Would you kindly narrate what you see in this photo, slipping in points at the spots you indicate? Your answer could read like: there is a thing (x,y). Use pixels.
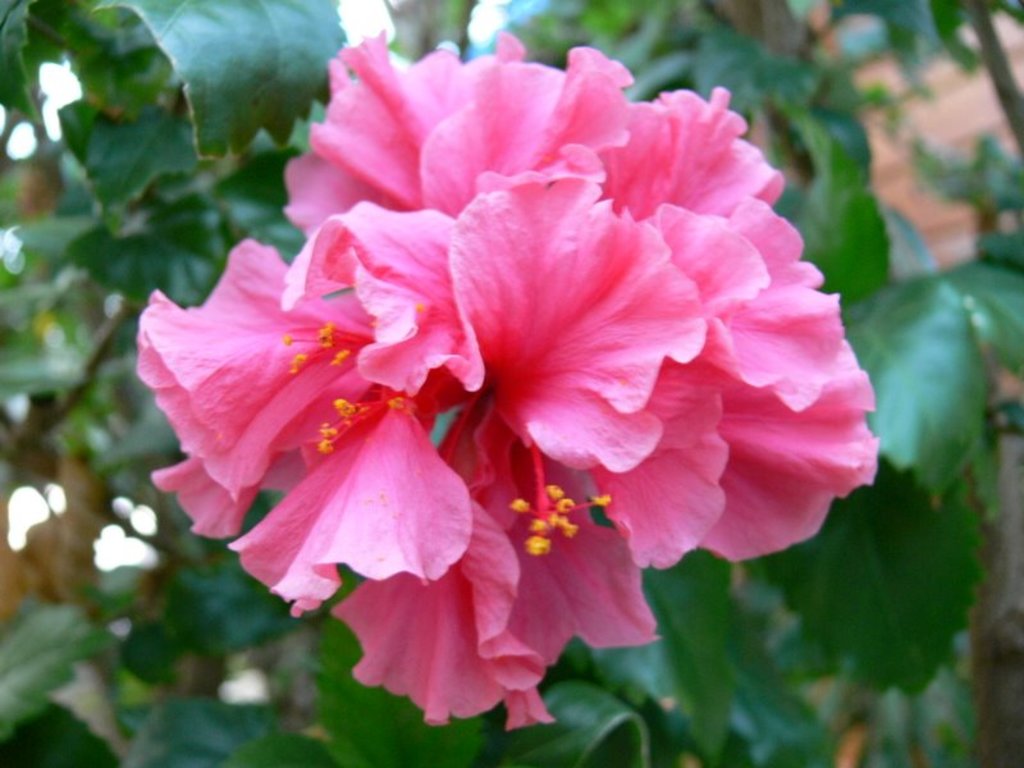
In this image I can see pink color flowers (464,370) and plant (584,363). The background of the image is blurred.
